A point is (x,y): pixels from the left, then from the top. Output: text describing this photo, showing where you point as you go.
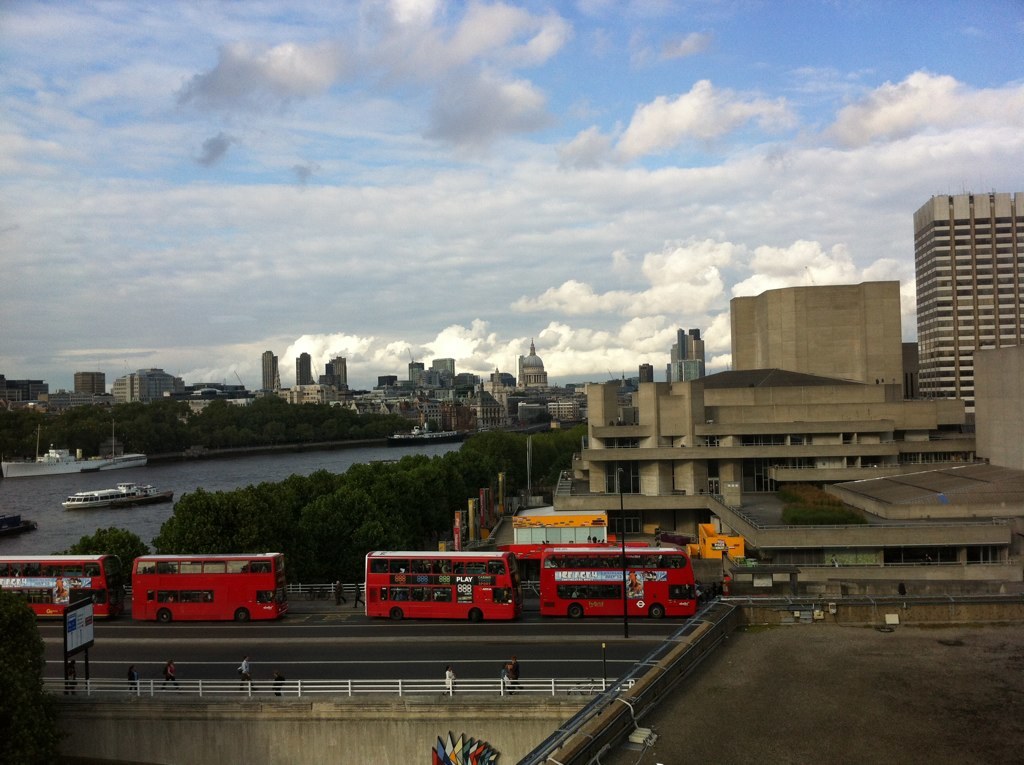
In this picture there are few double decker buses (371,590) which are in red color are on the road (410,631) and there are few buildings (605,413), trees (380,508) and ships (102,497) which are on the water (293,454) are in the background (455,414).
